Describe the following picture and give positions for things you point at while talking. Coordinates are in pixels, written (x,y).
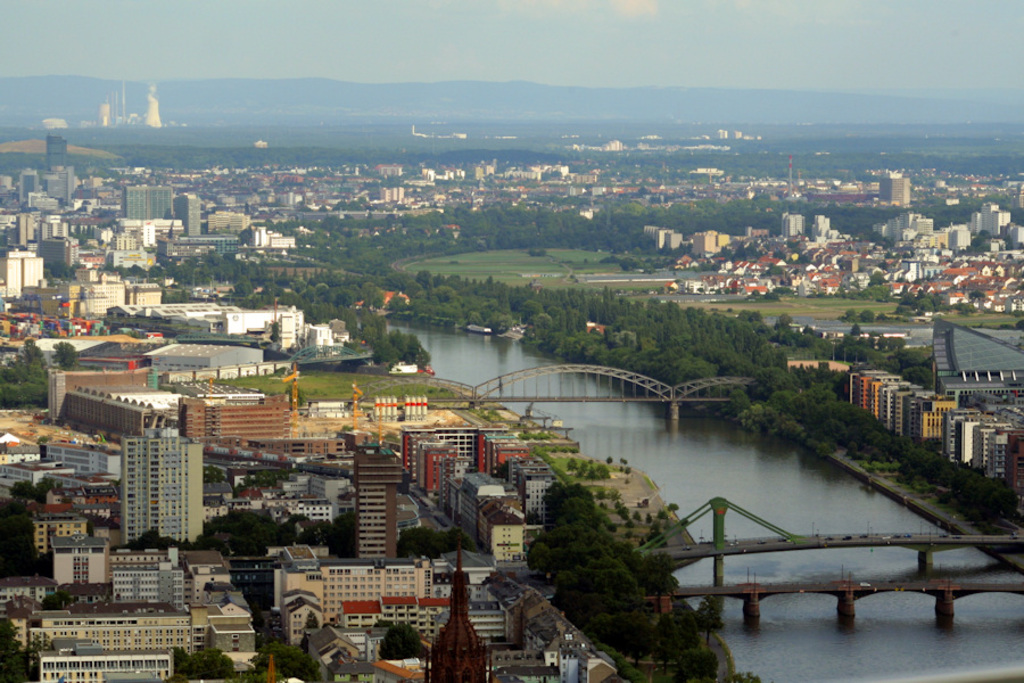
In this picture we can see buildings (411,581) with windows (146,476), trees (639,557), bridges (634,390), water (651,428) and in the background (809,103) we can see mountains (648,109), sky (694,53) with clouds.
